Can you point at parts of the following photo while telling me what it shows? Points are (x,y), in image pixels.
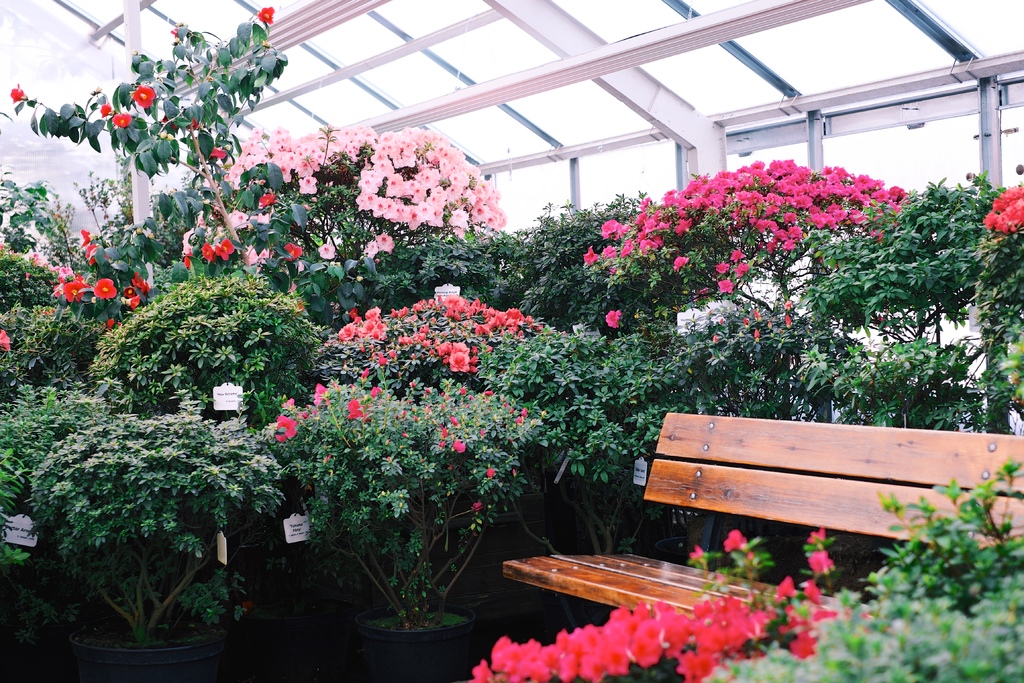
In this picture inside of the greenhouse (667,100). We can see in background (279,314) plants (430,250), beautiful flowers (384,245).
